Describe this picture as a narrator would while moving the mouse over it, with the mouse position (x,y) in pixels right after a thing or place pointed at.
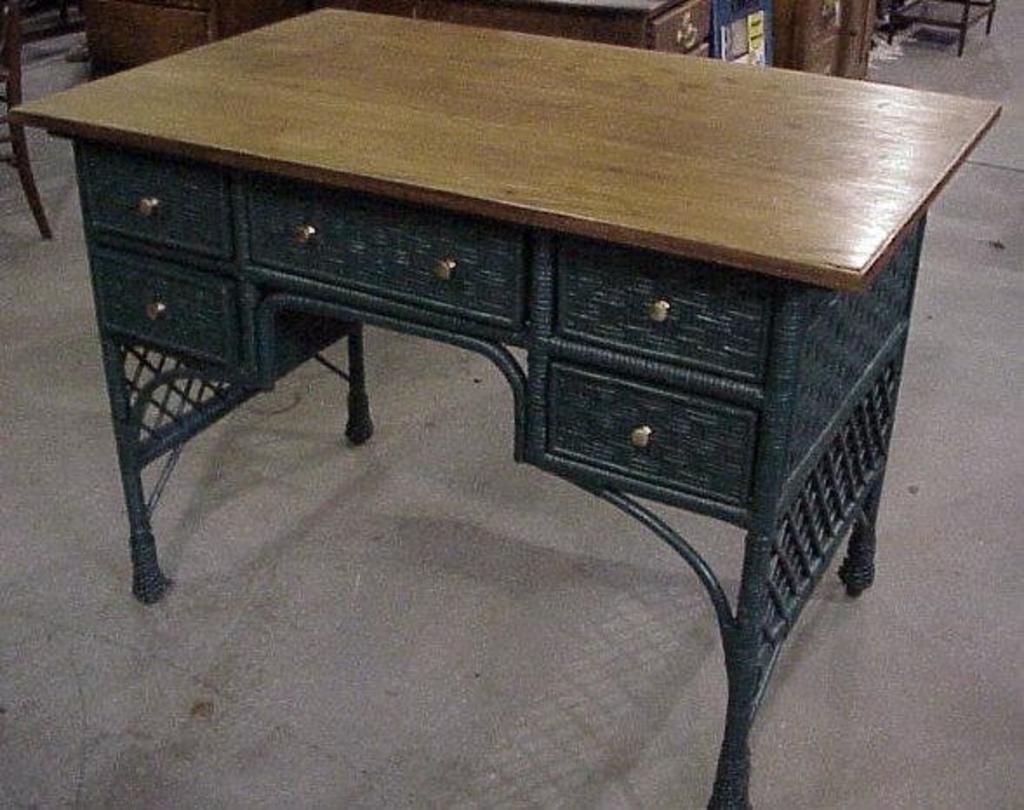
In this image, In the middle (645,315) there is a table (352,133) which is in brown color and the legs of the table (147,596) in black color, In the background (801,15) there is a floor (259,759) which is in white color and there are some chairs (893,9) and table (626,28) which are in brown color.
